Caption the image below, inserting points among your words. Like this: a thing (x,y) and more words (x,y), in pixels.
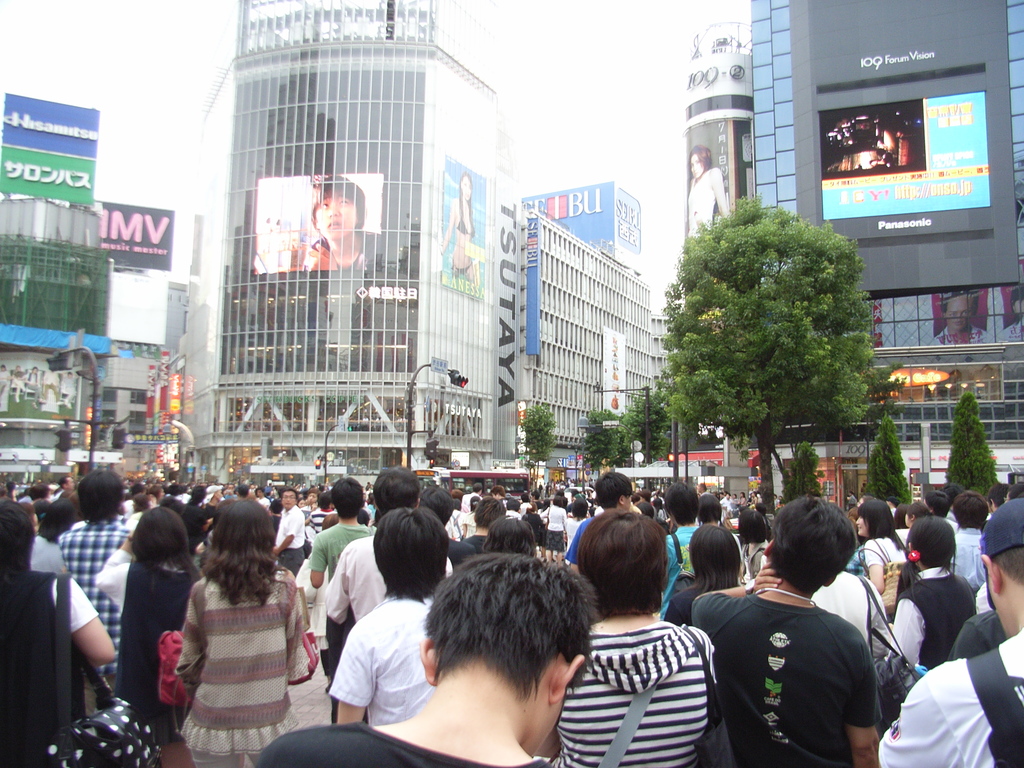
There are groups of people (220,555) standing. These are the buildings (428,250) with the windows (642,290) and glass doors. This looks like a screen (331,200) with the display (309,230). I can see the trees (732,442). Here is the traffic signal (452,383), which is attached to the pole (410,424). These are the hoardings (62,169), which are at the top of the building (84,262).
